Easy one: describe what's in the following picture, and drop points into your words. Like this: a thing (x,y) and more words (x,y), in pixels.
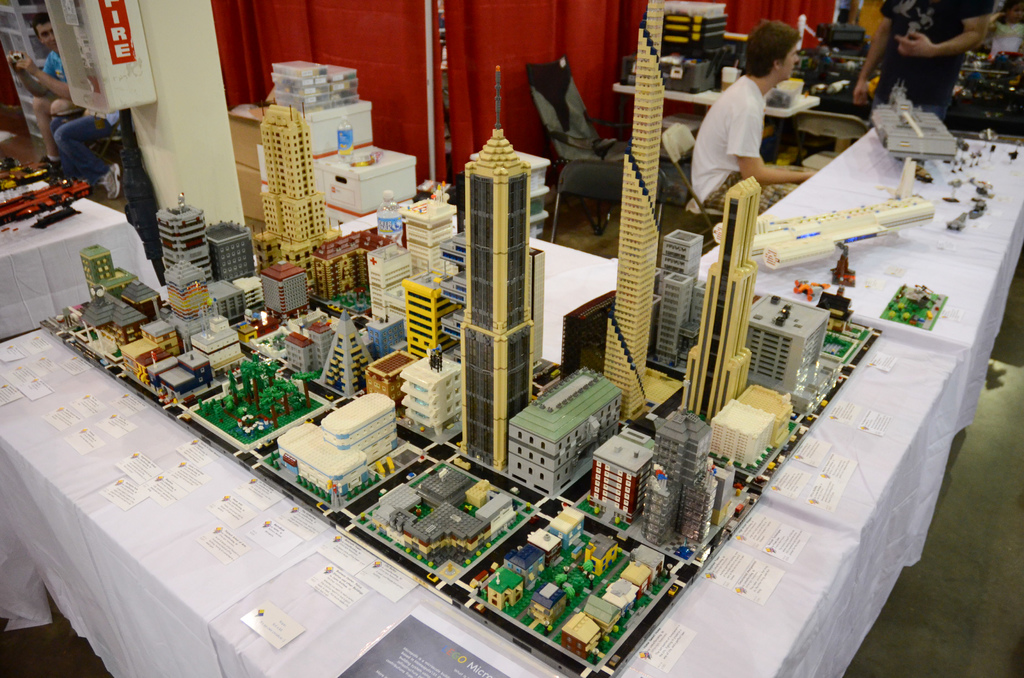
In this image we can see tables (14,262). On table (950,218) model of buildings (604,354) are there. Background of the image (393,171) white color boxes (321,119), chairs (563,124), curtain (583,71) and persons (748,92) are there.
